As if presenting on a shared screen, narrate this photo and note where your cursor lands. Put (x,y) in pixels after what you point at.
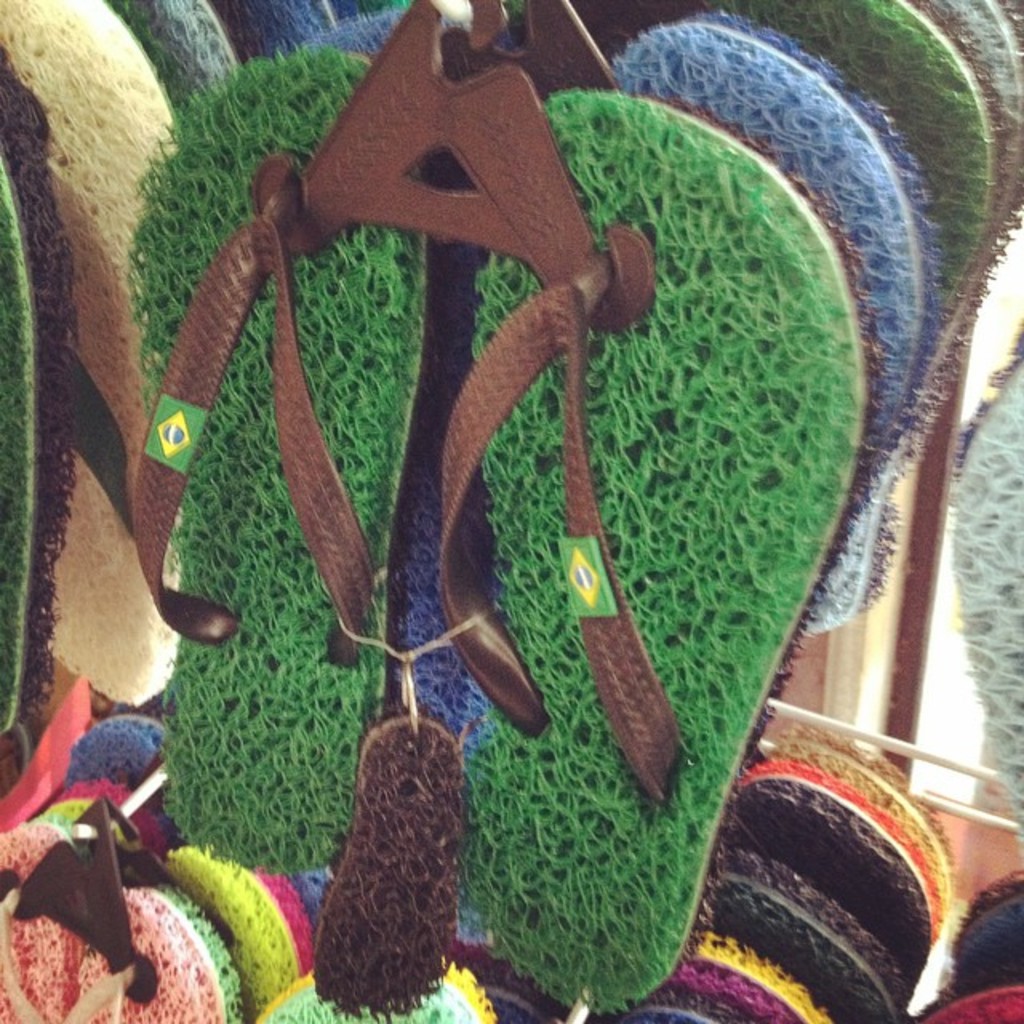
The picture consists of slippers (535,728), hangers (483,60). On the right (883,639), in the background (939,676) it is looking like wall (939,676).
